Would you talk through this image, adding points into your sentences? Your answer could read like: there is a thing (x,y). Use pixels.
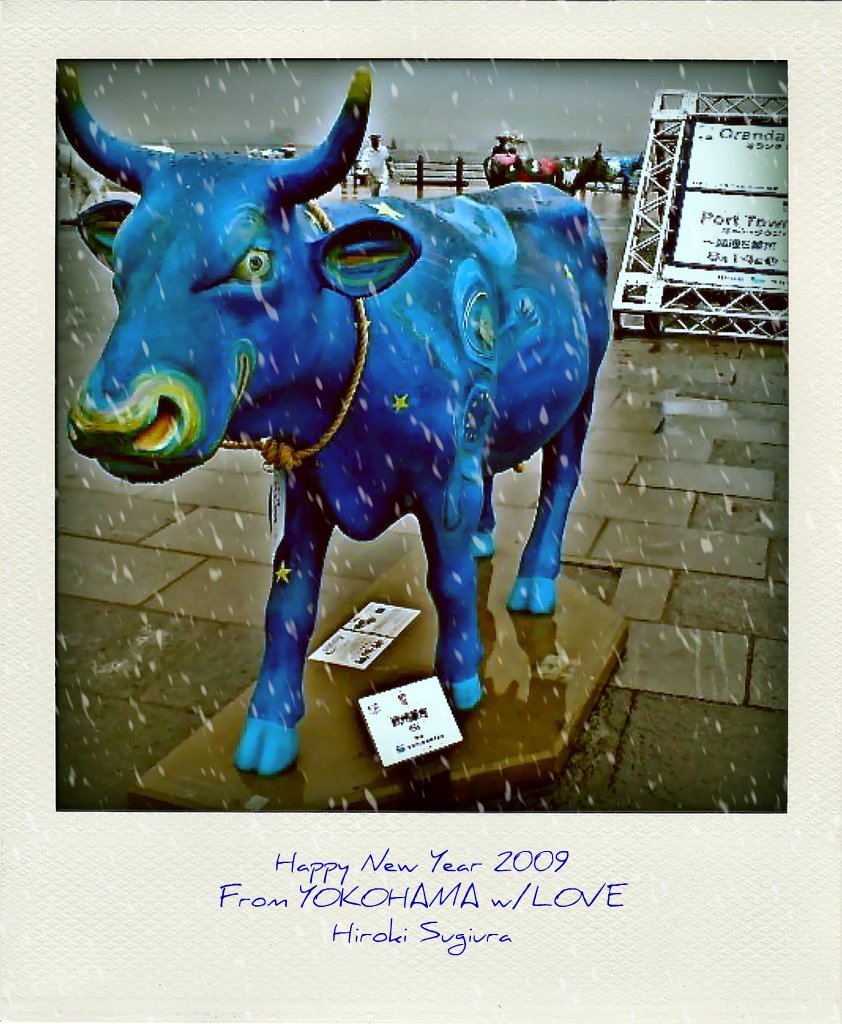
In the center of the image (432,470) we can see one poster (381,692). On the poster (277,507), we can see one stone (404,566). On the stone (384,668), we can see banners (353,648) and one statue (479,658), which is in blue color. And we can see one rope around the statue's neck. In the background (614,152), we can see the sky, clouds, animals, one banner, few people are standing, fence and a few other objects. And we can see some white color dots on the image. On the banner (770,225), we can see some text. At the bottom of the image (416,896), we can see some text (471,867).
